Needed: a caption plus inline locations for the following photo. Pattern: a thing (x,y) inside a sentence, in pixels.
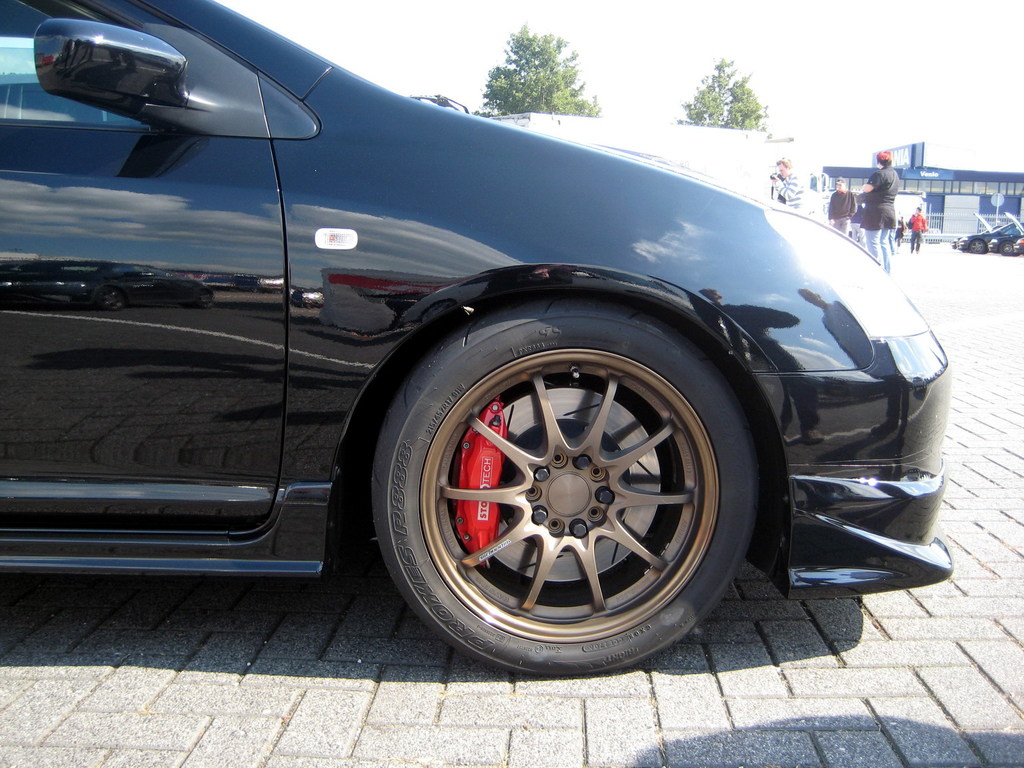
There is a black color vehicle (719,256) on the road (691,686). There is a mirror image (110,465) on the side of this vehicle (292,234), in which, there are vehicles (394,280) parked on the road (154,310). In the background (952,201), there are persons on the road (950,243), there are vehicles (1002,236) parked, there are buildings (841,166), trees (549,90) and there is a sky (487,47).
